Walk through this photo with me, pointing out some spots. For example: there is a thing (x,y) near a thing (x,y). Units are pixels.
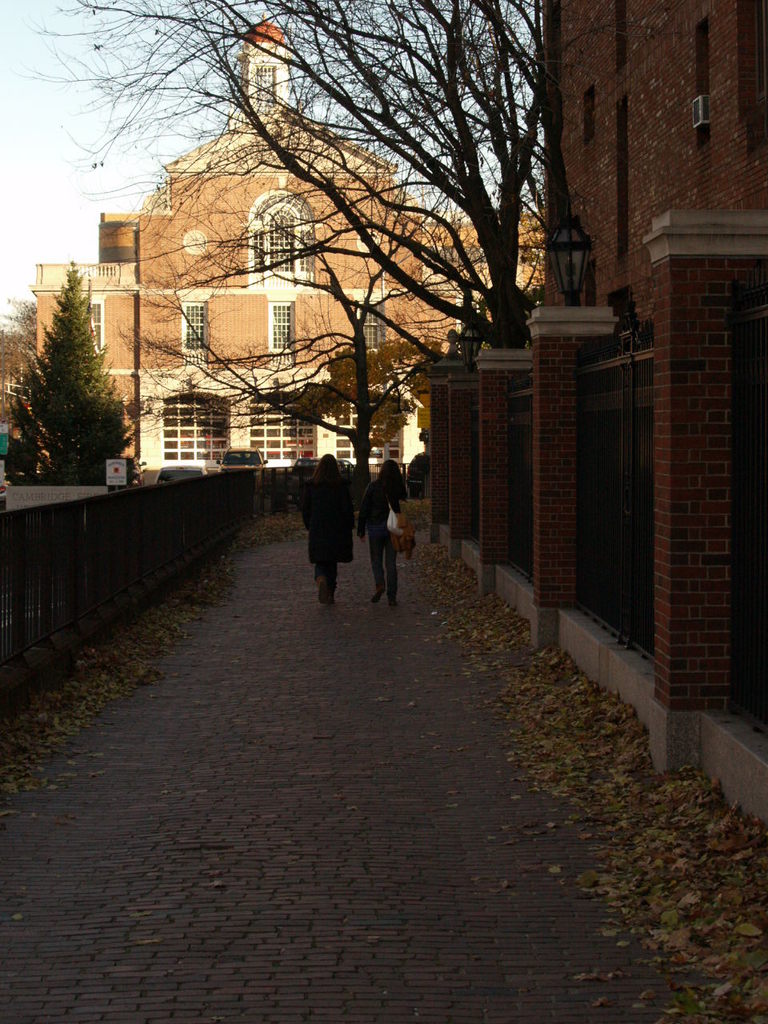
In this image, we can see two persons (322,578) walking, there are some buildings (595,245), there are some trees (70,310), at the top (87,249) there is a sky (58,249).
